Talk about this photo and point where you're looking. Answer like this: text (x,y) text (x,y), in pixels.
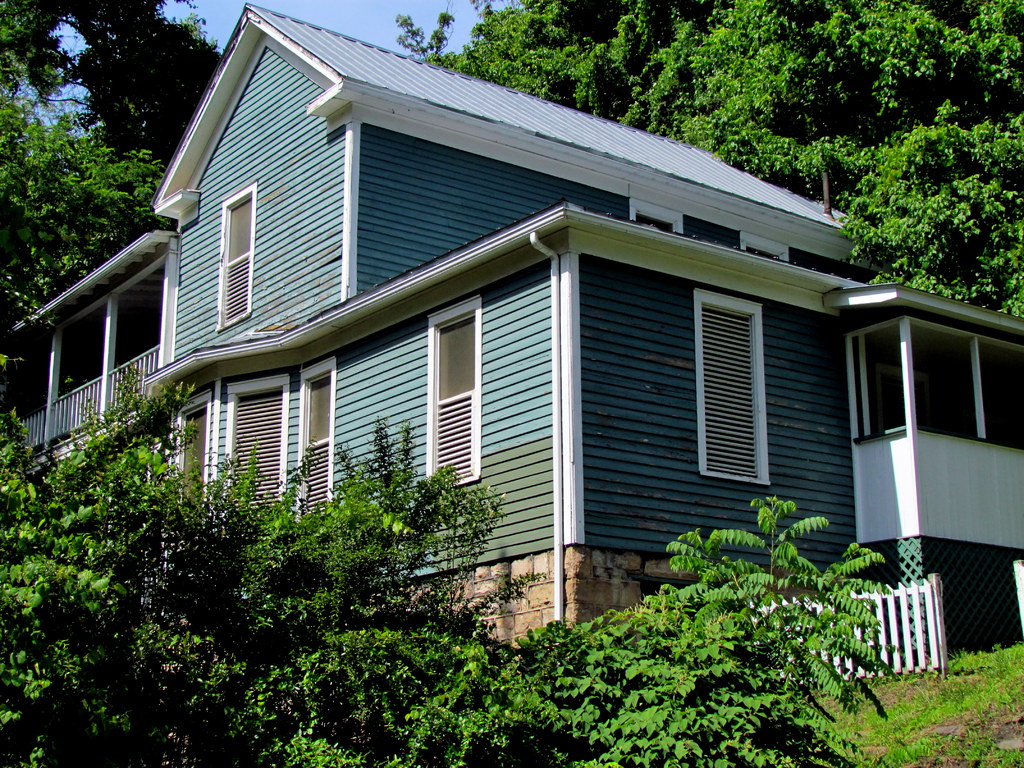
In this image we can see plants (386,720), wooden fence (1021,570), stone wall (619,572), wooden house (560,614), trees (60,62) and the sky (72,68) in the background (677,35).
